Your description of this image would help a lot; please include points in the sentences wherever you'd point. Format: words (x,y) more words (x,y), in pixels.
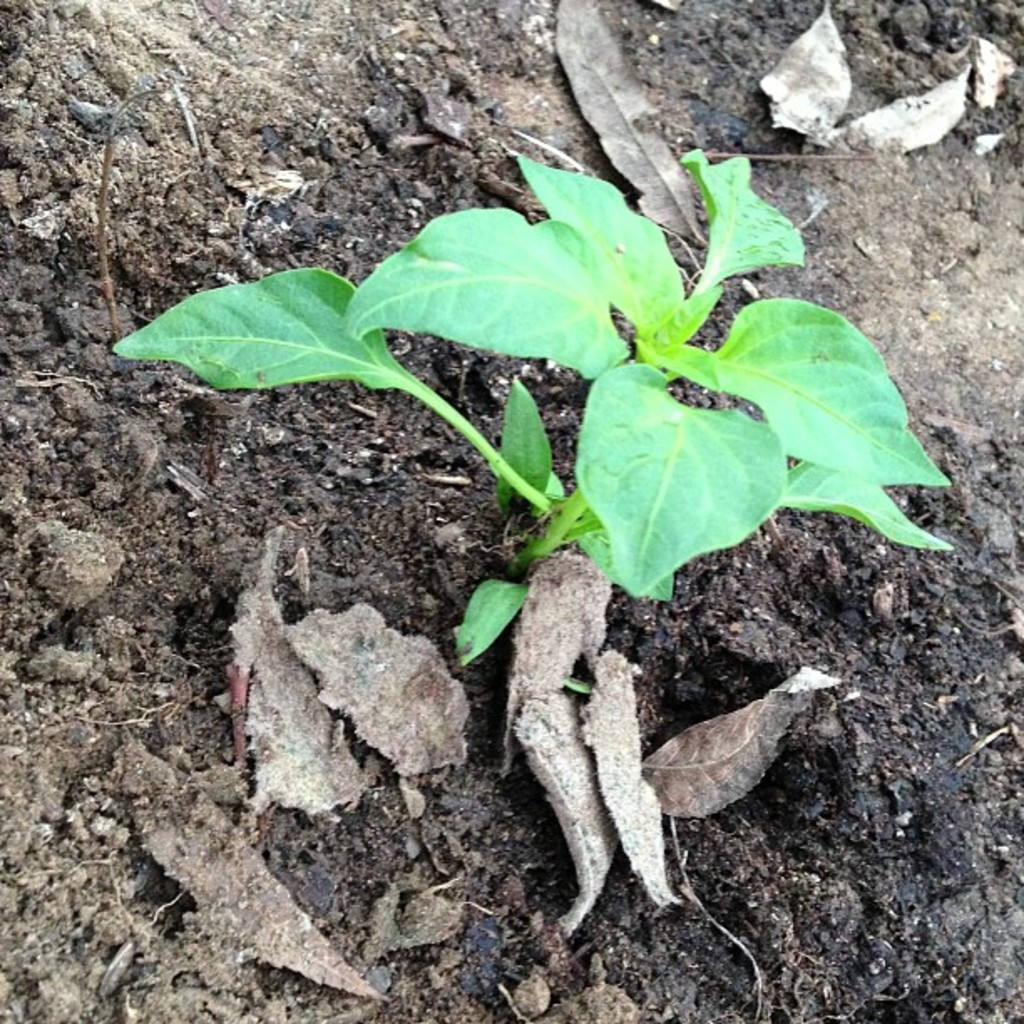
A small plant (513,603) is budding out of black soil (165,691). There are some dry leaves (570,608) around the plant (717,166).
